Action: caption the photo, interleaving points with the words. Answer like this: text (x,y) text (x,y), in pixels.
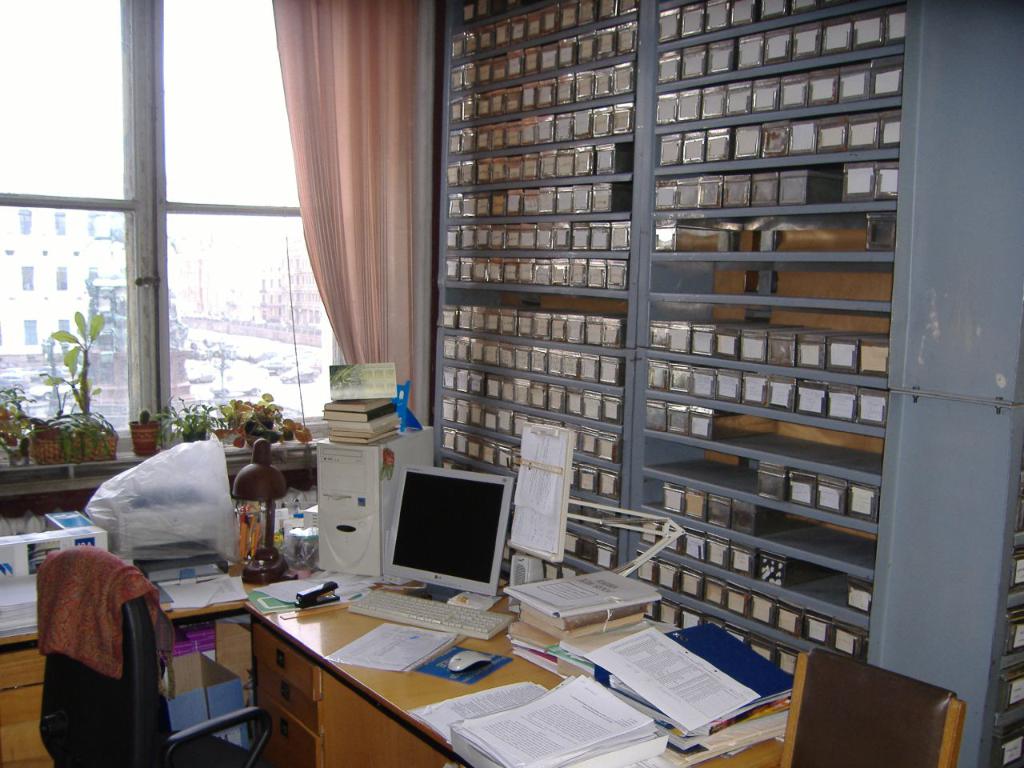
In this picture on the table (364,679) there is a monitor (432,573), key board (445,610), in front of the keyboard (431,605) there is a paper (383,641), mouse pad (470,676) with a mouse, and to the right corner of the table (437,682) there are pages (729,693), files (764,692) and books (718,746). And to the left side (202,432) there is a window (200,173) with pink curtain (319,147) and some pots (39,434) with plants (185,424) on it. And to the right side (916,337) there is a cupboard (864,330) with many boxes (783,187) in it.
